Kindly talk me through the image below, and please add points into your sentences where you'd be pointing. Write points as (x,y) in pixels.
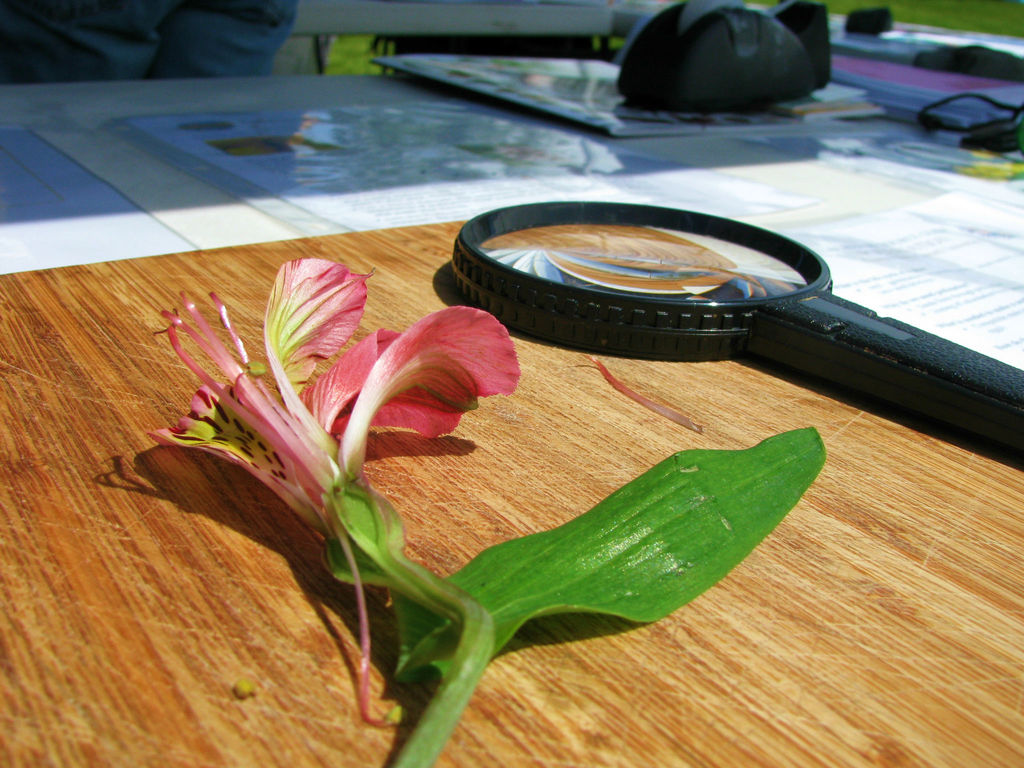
In this picture we can see a table (82,460), we can see a flower (314,466), a leaf (486,557), a magnifying glass (822,376), papers (936,290), a book (928,90), files (915,78) and other things (765,39) placed on the table (625,375), there are legs (157,37) of a person (163,36) in the background (140,36).
